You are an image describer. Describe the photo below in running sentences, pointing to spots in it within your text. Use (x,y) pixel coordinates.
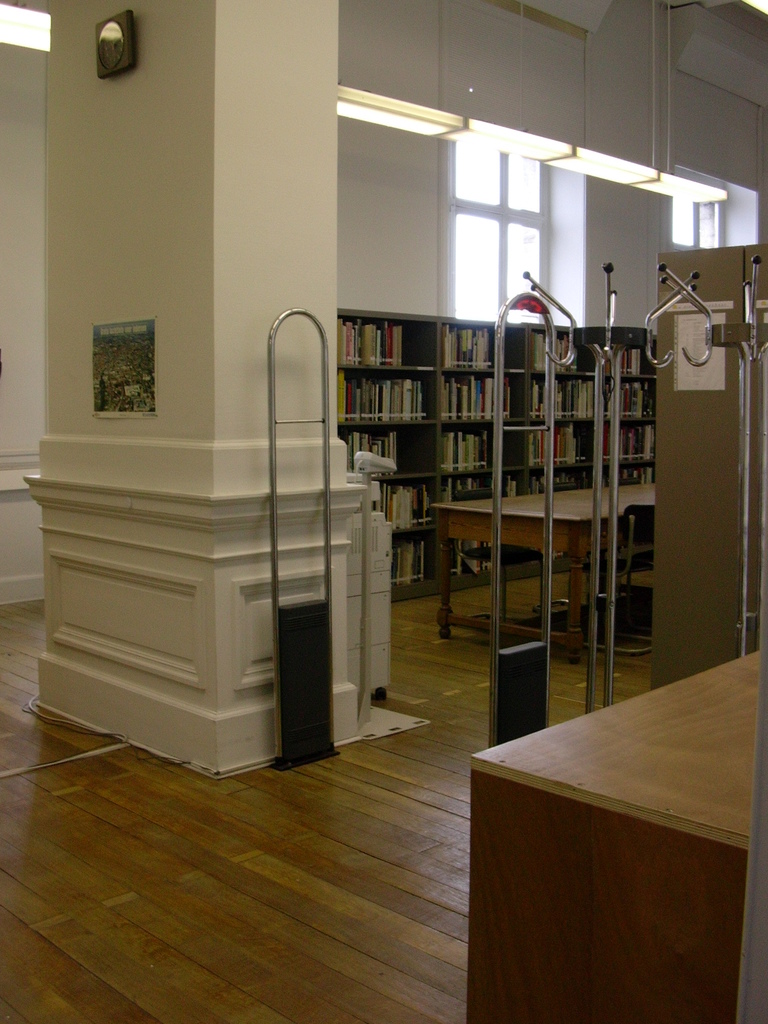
In this image there is a wooden floor (420,899), on the bottom right (603,755) there is a table (718,988), in the background (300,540) there is a pillar (166,26), shelves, in that shelves (516,357) there are books (532,356) and a table (603,488) and there are iron poles (598,527), at the top (377,44) there is a ceiling (586,18) and there is a wall (653,247), for that wall (751,231) there are windows (526,231).
